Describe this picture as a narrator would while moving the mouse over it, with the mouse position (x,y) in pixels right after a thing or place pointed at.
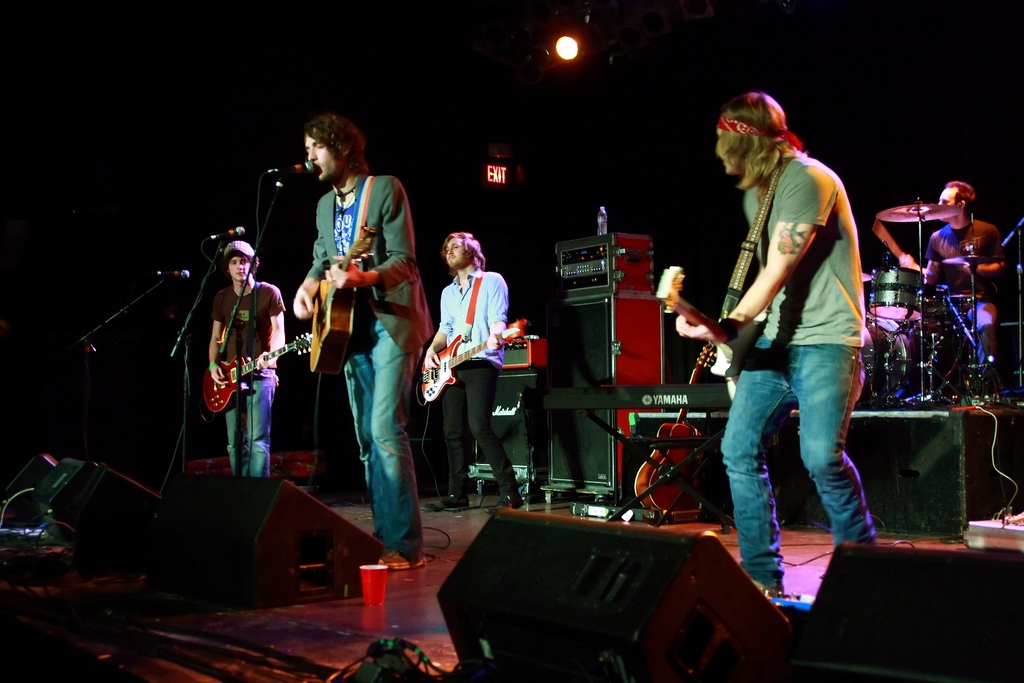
In this image I can see people (395,297) standing and playing guitar (716,329). At the right corner of the image (956,256) I can see a man (967,254) sitting and playing drums (923,307). this man (380,322) is standing and singing a song while playing guitar (328,326). This is a tumbler (370,568) placed on the floor (394,591). At top (566,59) this is the show light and here is the exit (490,155). These are the speakers (244,521) or some kind of electronic devices (88,526) which are used in shows. And here I can see a water bottle (604,222) placed, and I can see a piano (661,384) and guitar (678,456) placed on the floor (397,573).
